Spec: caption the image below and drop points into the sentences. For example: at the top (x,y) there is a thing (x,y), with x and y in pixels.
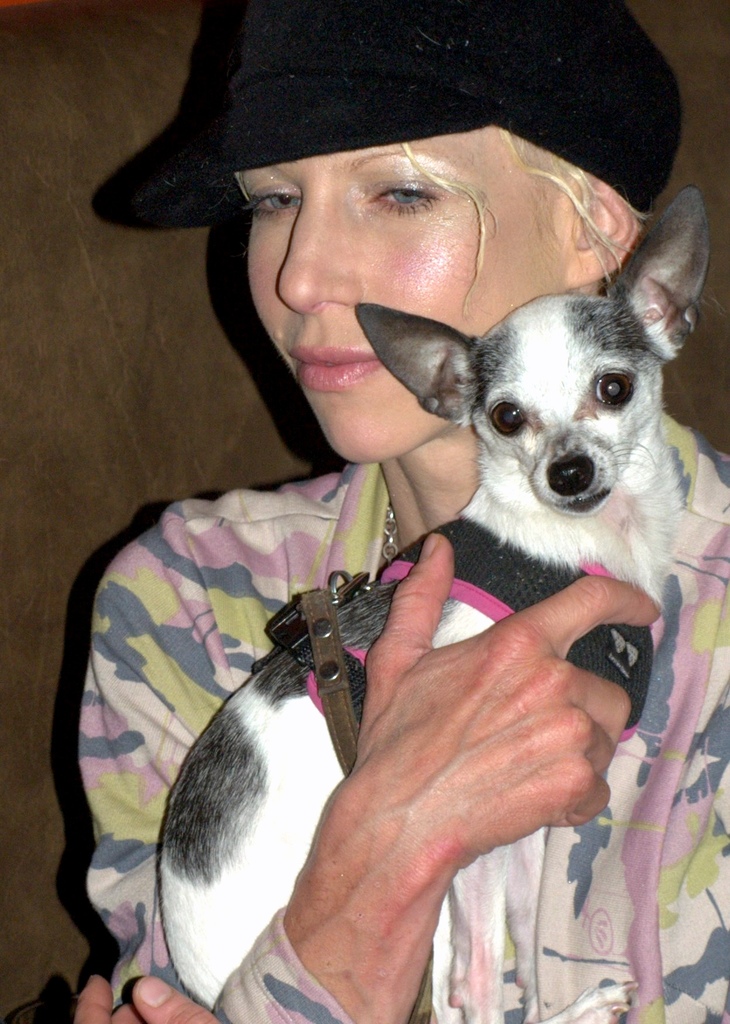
In this image we can see one woman (236,603) standing near the wall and holding a dog (193,827).
